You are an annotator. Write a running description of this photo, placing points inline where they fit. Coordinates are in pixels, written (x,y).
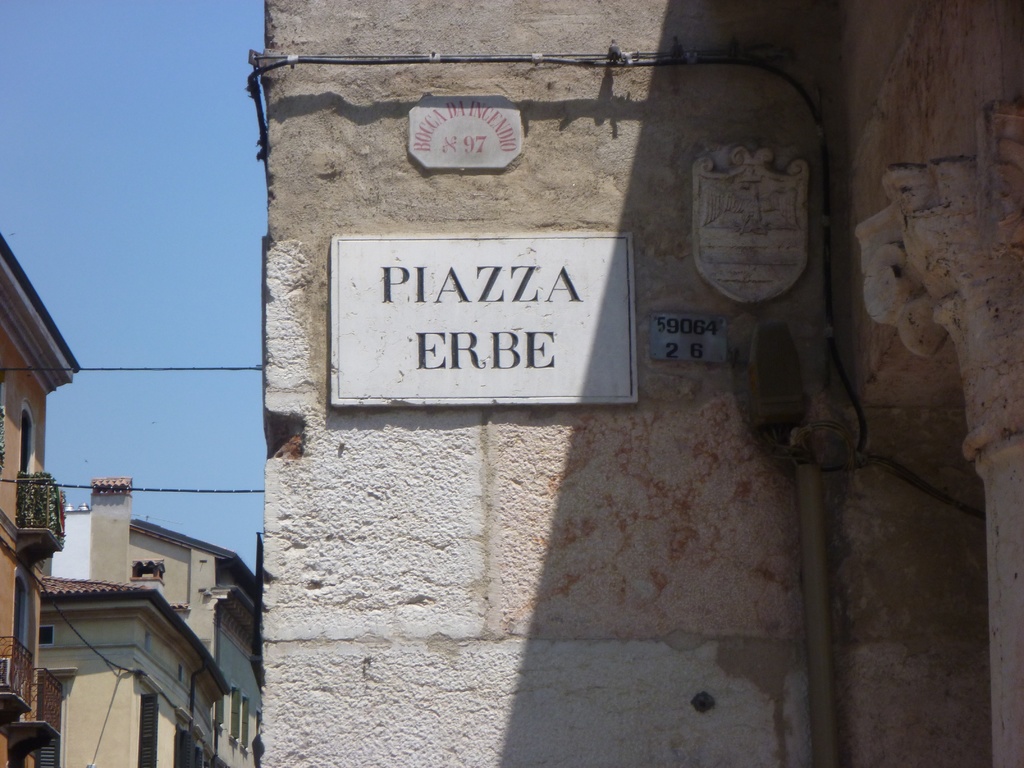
There is a number plate (696,346) and name boards (533,376), attached to the wall (417,751) of a building (902,568), near cables (756,62). In the background (89,535), there are electrical lines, there are buildings (25,316), and there is blue sky (102,182).
